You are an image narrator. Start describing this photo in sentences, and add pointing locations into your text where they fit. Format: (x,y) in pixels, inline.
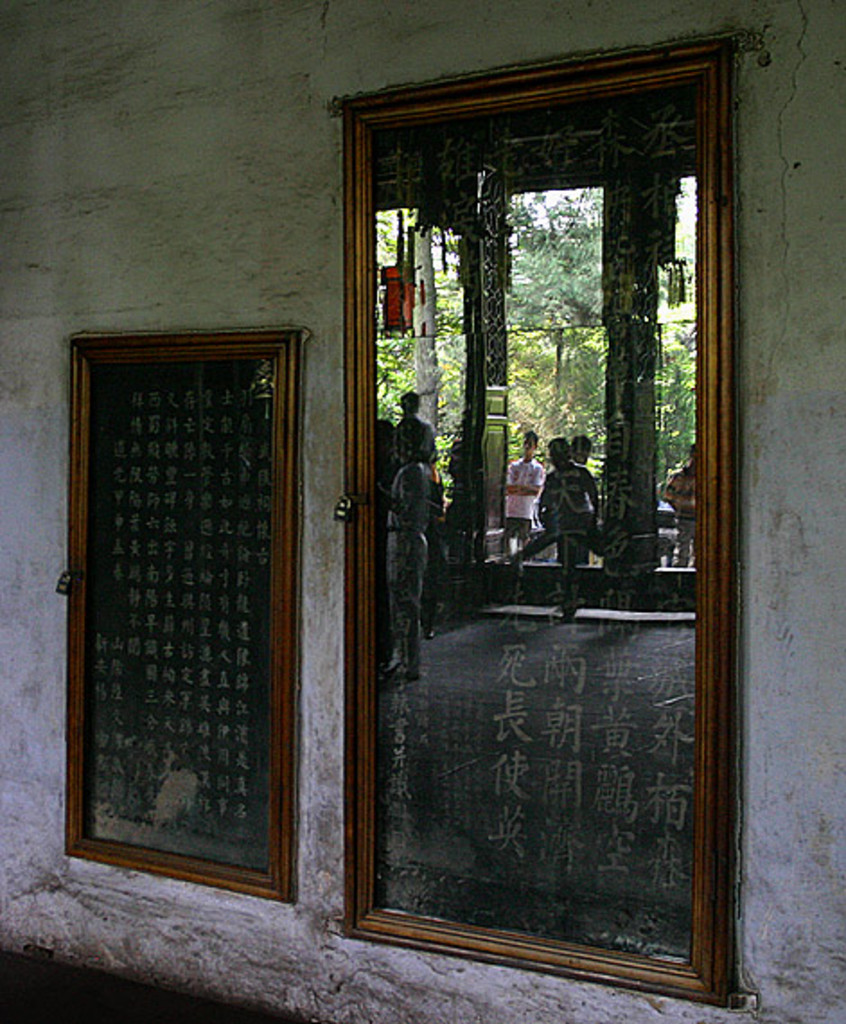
Here we can see boards (448,520) on the wall (308,342), in this board (499,505) we can see persons (524,462) and trees (513,407).
